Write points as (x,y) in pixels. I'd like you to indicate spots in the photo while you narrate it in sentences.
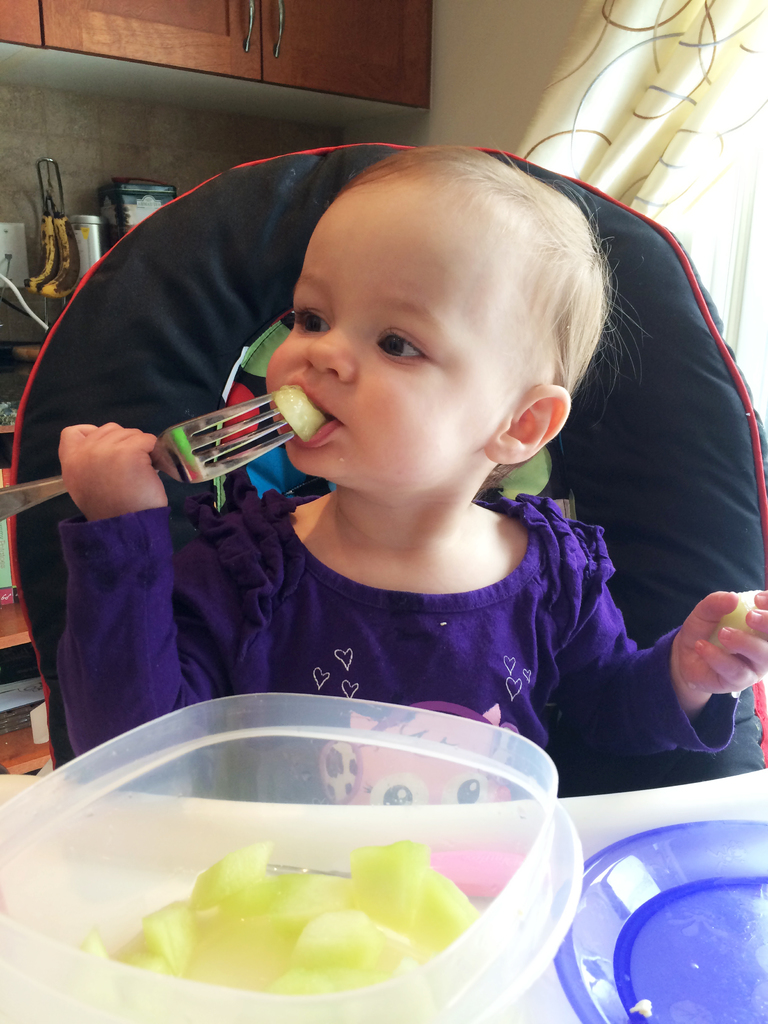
In this picture, we see a girl (534,371) is sitting in the baby trolley (547,463) and she is holding a fork (244,406) and she is eating the fruits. In front of her, we see a table (652,799) on which a white color plastic box (428,986) and a blue color plate (653,903) are placed. We see the fruits (370,980) in the box (269,841). Behind her, we see a brown table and the cupboards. We see an object (64,217) in grey and yellow color. On the right side (603,45), we see the curtains (722,128), windows (696,226) and a wall (513,117) in white color.
